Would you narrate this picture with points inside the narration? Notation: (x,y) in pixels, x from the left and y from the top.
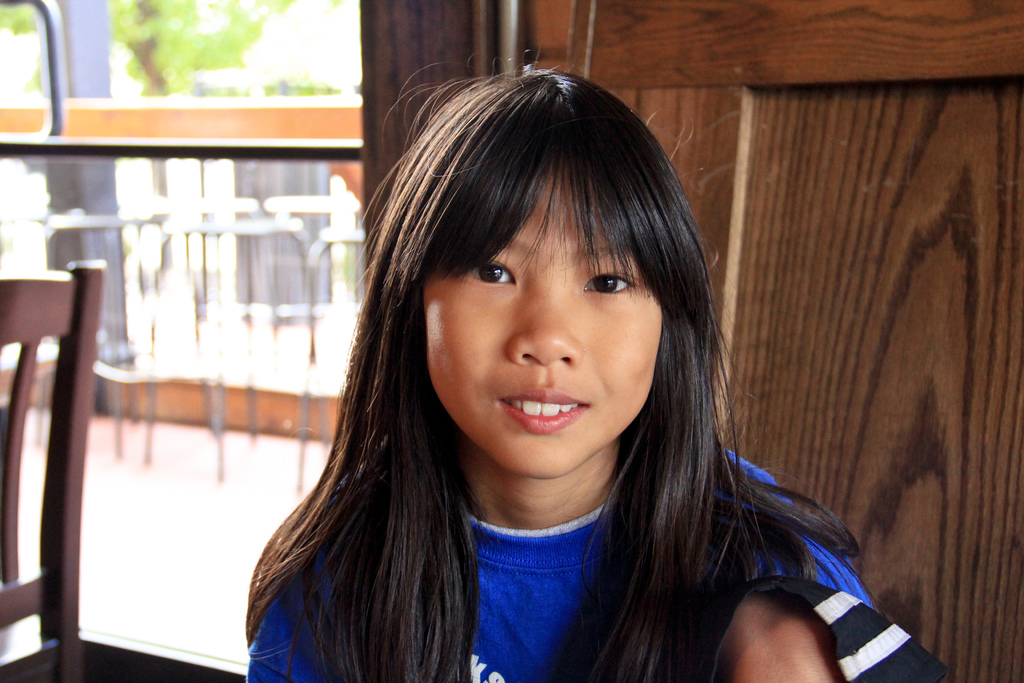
In the center of the image (606,284) we can see a girl (557,291) sitting. In the background (787,243) there is a door (768,132) and we can see chairs (88,385).
